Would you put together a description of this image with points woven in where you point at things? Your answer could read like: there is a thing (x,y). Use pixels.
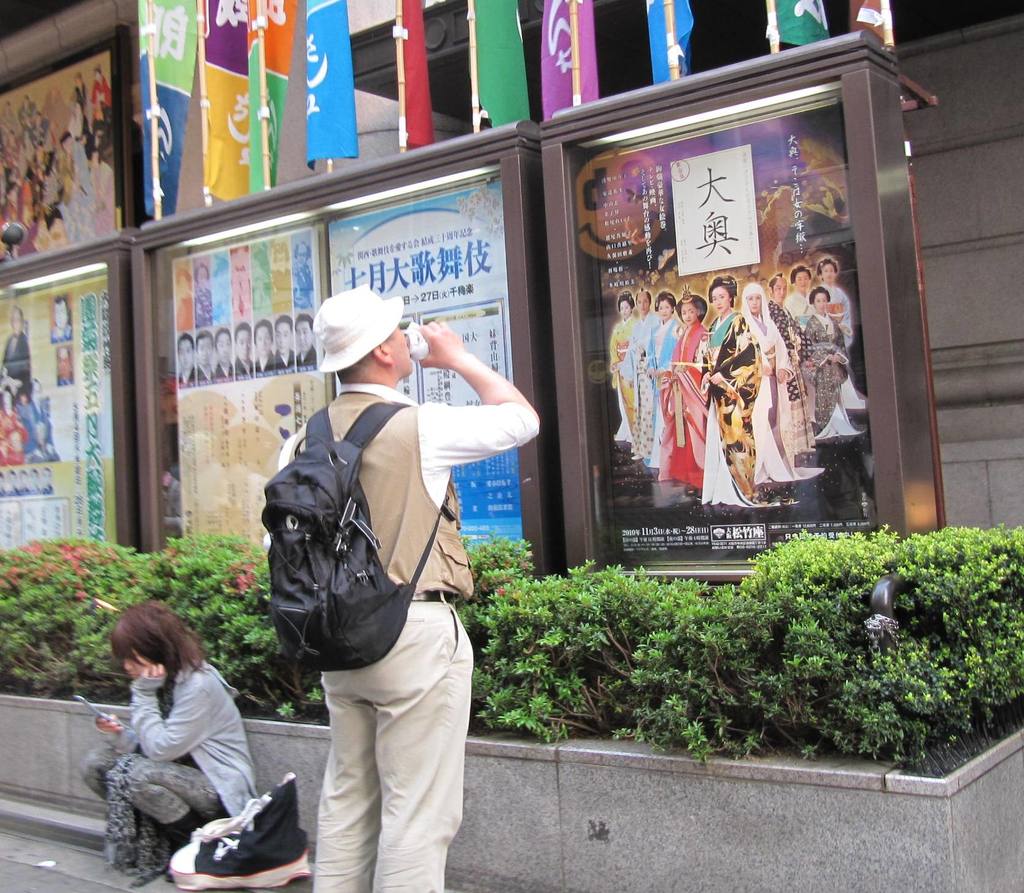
In this image a girl (111,752) sit in squat position holding a phone (93,712) on her hand (105,722). And back side of her there are some bushes (146,581) and beside her there is a bag (236,851) with black color and there is man (344,747) stand wearing a black color back pack (345,531) and wearing a white color cap (366,332) and holding a paper glass (425,356) and drinking a juice (413,359). In Front of him there are three wooden boards (500,301). On the right side wooden board (681,307) there are some people pictures (641,373) and there is a text (719,218) on that board (718,208). On the top (555,69) there are the colorful flags (258,106) on that board (631,381) and the second board (273,315) there is people picture (276,349) and third board (95,407) there are the group of people picture (38,425). on the top of left there are people (16,159) visible there is a wall (937,195) on the right side (917,211).
